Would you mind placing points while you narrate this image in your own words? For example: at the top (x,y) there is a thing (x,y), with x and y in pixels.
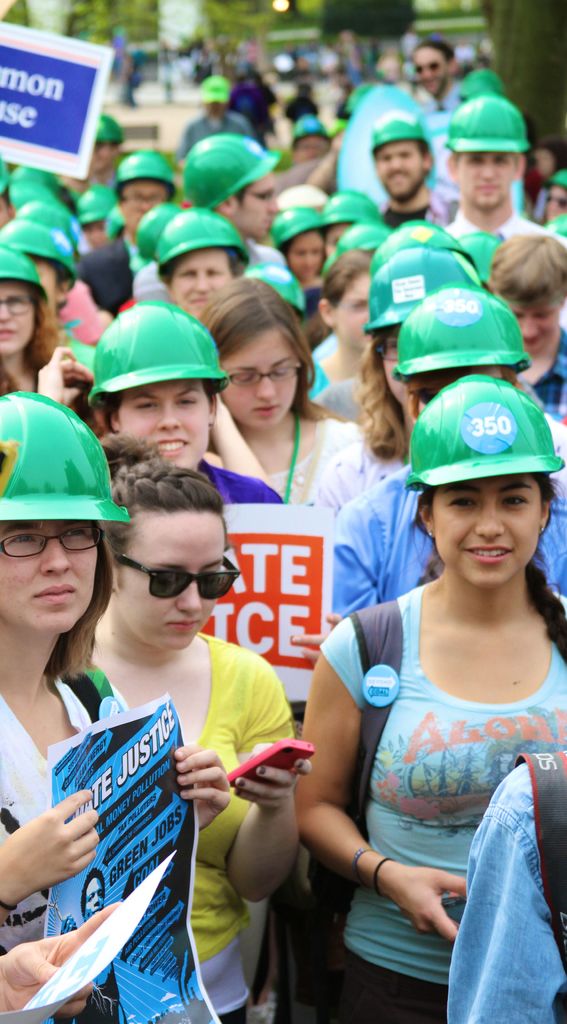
This picture is clicked outside the city. In this picture, we see the people (326,362) who are wearing green helmets (3,267) are standing on the road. The woman (181,524) in yellow T-shirt (240,725) is holding a mobile phone (255,768) in her hands (260,752). Beside her, the woman (49,740) in white T-shirt (35,777) is holding a paper (111,871) with some text (173,823) written on it. I think they are protesting against something. In the background (126,38), there are trees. In the left top of the picture (84,48), we see a blue board (101,79) with some text (7,83) written on it.
